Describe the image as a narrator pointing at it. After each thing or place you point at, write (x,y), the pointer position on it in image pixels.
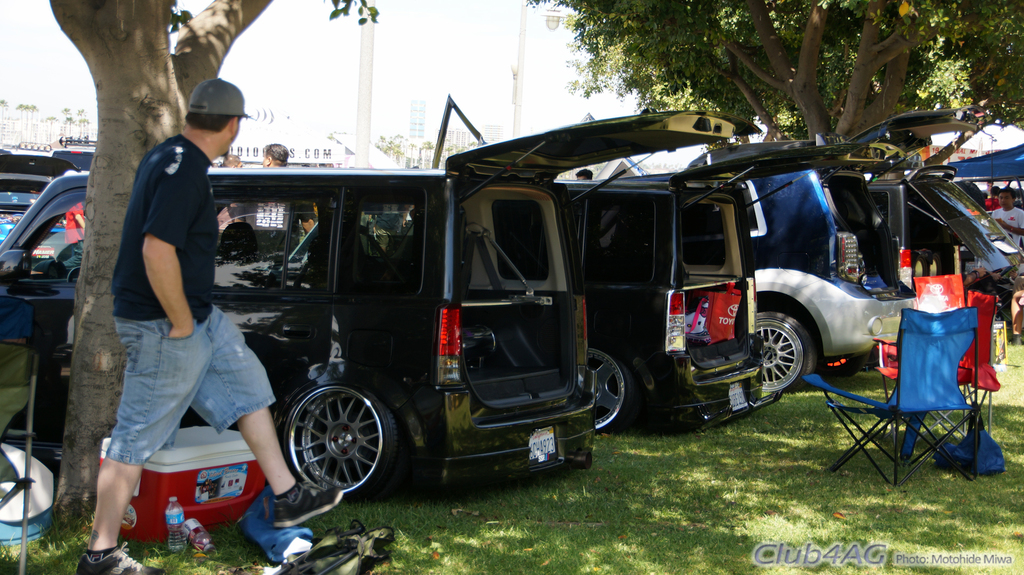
In this picture I can see there is a man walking on to left (301,522) and there are trees (891,35) and cars (623,344) parked at left (248,312) and there are few chairs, water bottles (170,503), boxes (221,514) placed on the grass (823,535) and there are few other people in the backdrop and the sky (463,56) is clear.
